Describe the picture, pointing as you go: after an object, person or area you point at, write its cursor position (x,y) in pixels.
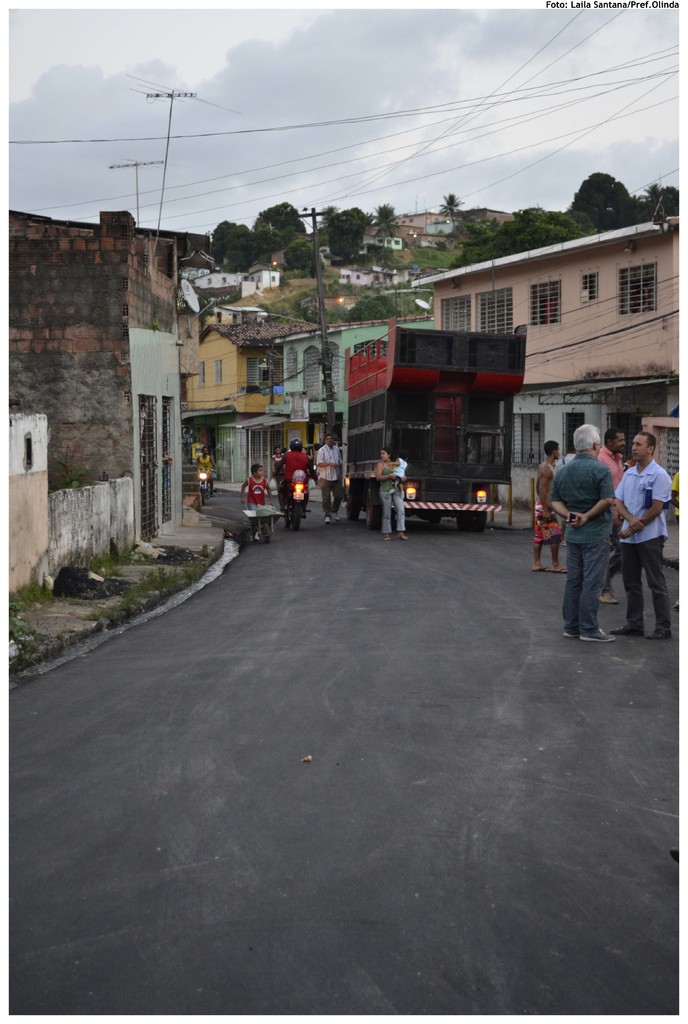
In this image we can see vehicles (351,462) on the road (303,531) and there are people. In the background (49,336) there are buildings (174,275), poles (166,160), trees (338,225), wires (317,126) and sky (296,136).
